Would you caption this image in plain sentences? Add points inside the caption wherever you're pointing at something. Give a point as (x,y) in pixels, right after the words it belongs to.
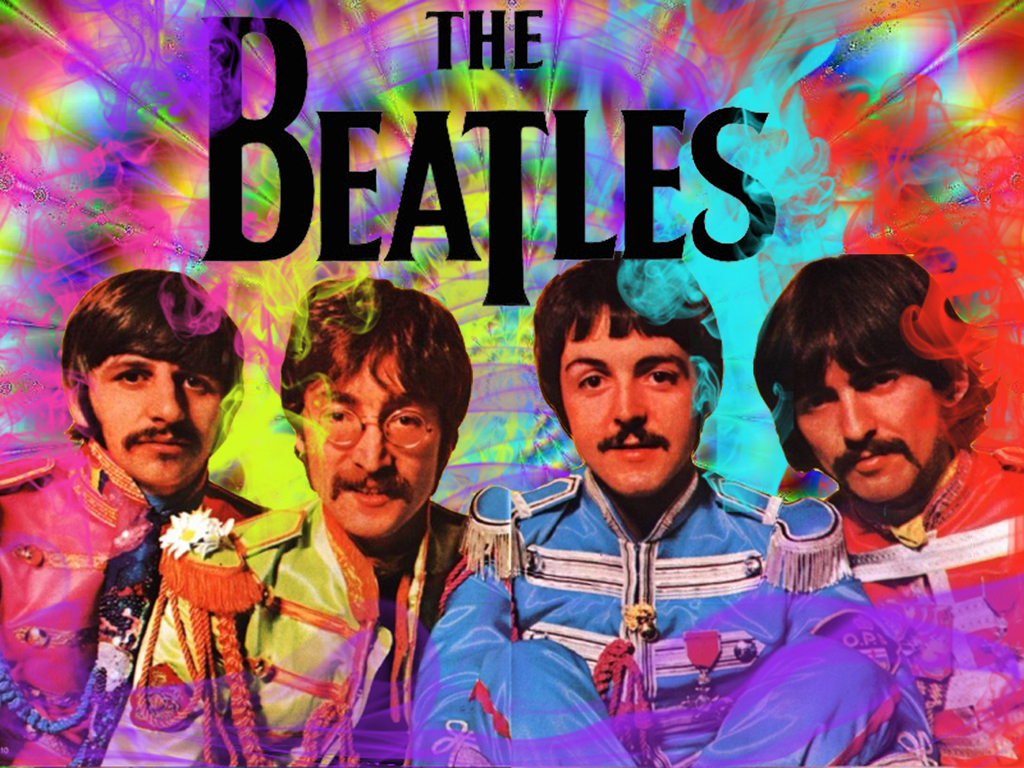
This is an edited image. In this image we can see four people (485,602) and there is text (573,196).
